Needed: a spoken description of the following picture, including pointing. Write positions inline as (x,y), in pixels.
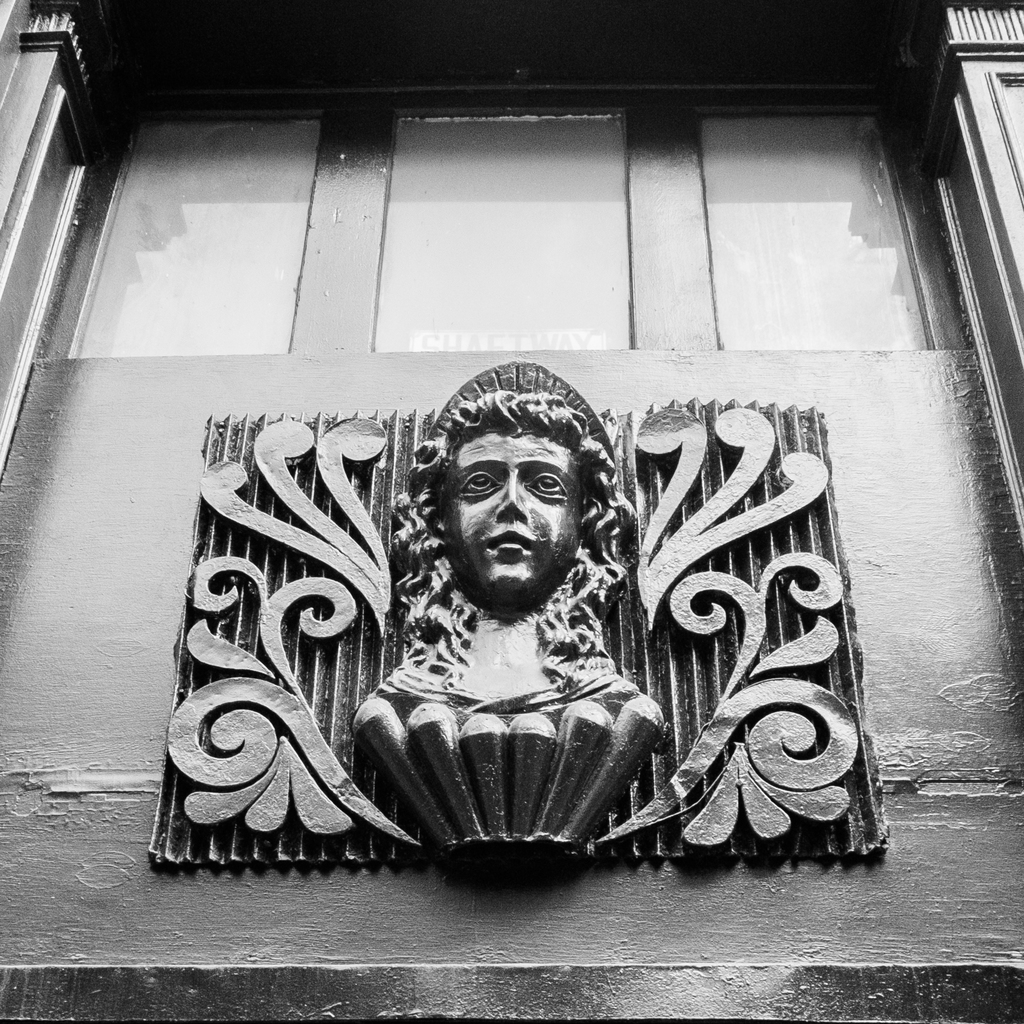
This picture describe about the small face statue (549,435) attached in the wall (238,375). Above we can see glass (200,285) and wooden Window (630,334).
